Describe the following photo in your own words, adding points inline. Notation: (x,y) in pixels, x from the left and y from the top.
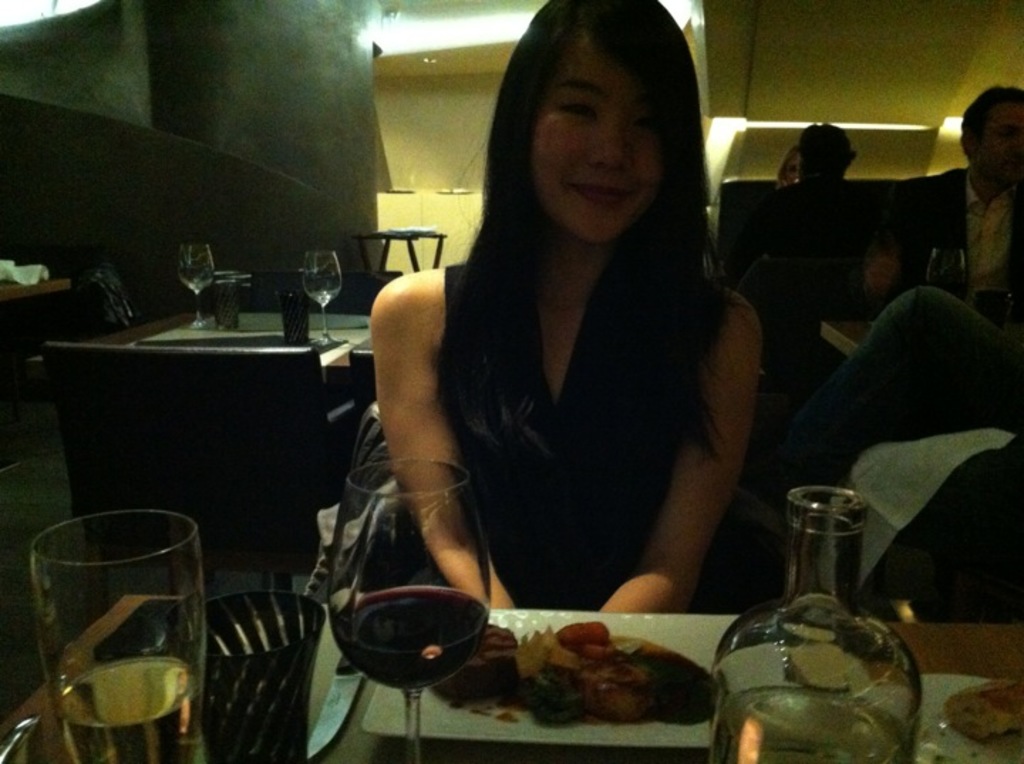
In this image there is a glass (208,758) in the bottom left hand corner (146,605) and girl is sitting in the middle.
